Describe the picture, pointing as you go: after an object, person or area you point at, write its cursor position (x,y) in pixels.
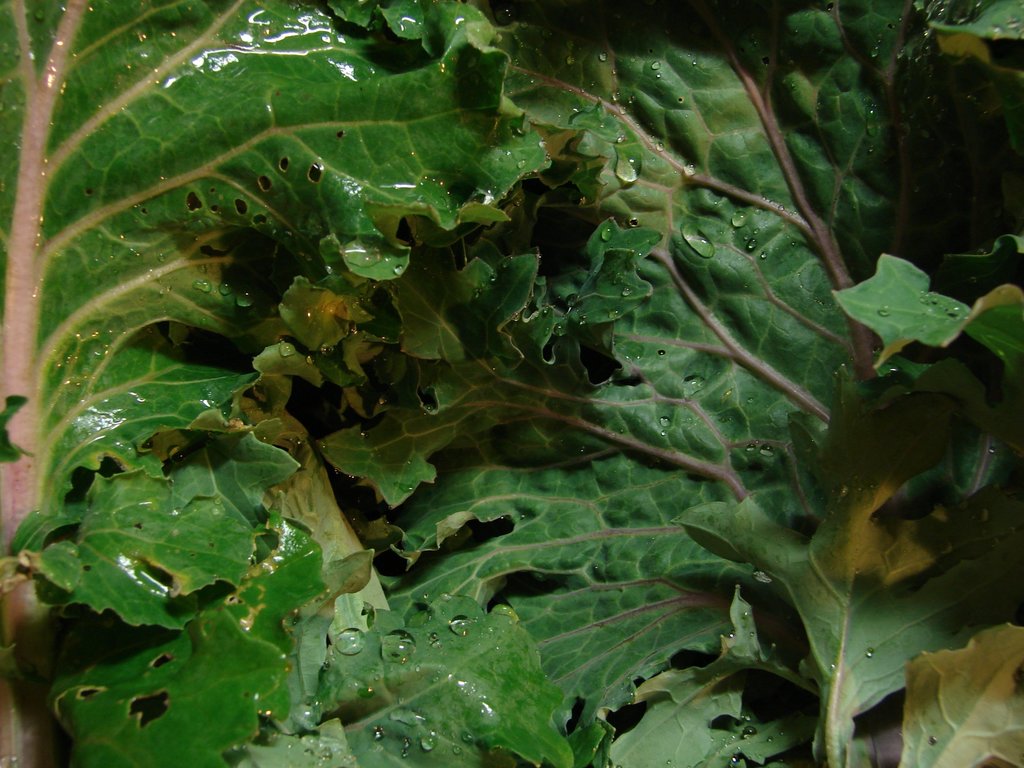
In this picture we can see water drops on the leaves (546,597).
